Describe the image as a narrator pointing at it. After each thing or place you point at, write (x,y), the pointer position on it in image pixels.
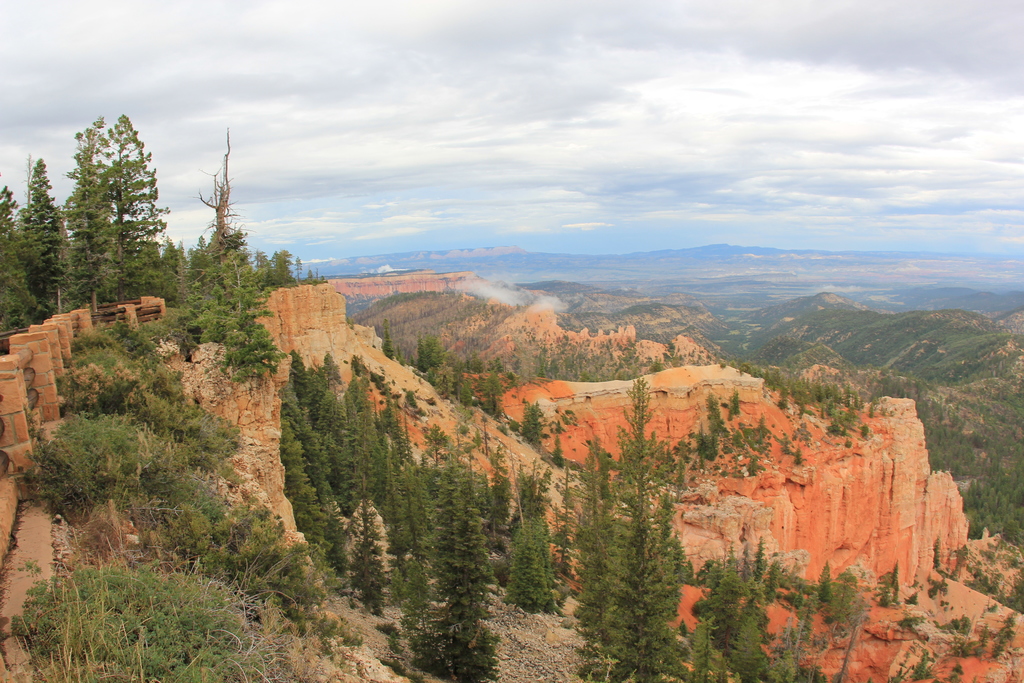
In this image we can see, the mountains (468,433), rocks (349,334), there are plants (71,389), trees (404,479), also we can see the cloudy sky (745,147).
